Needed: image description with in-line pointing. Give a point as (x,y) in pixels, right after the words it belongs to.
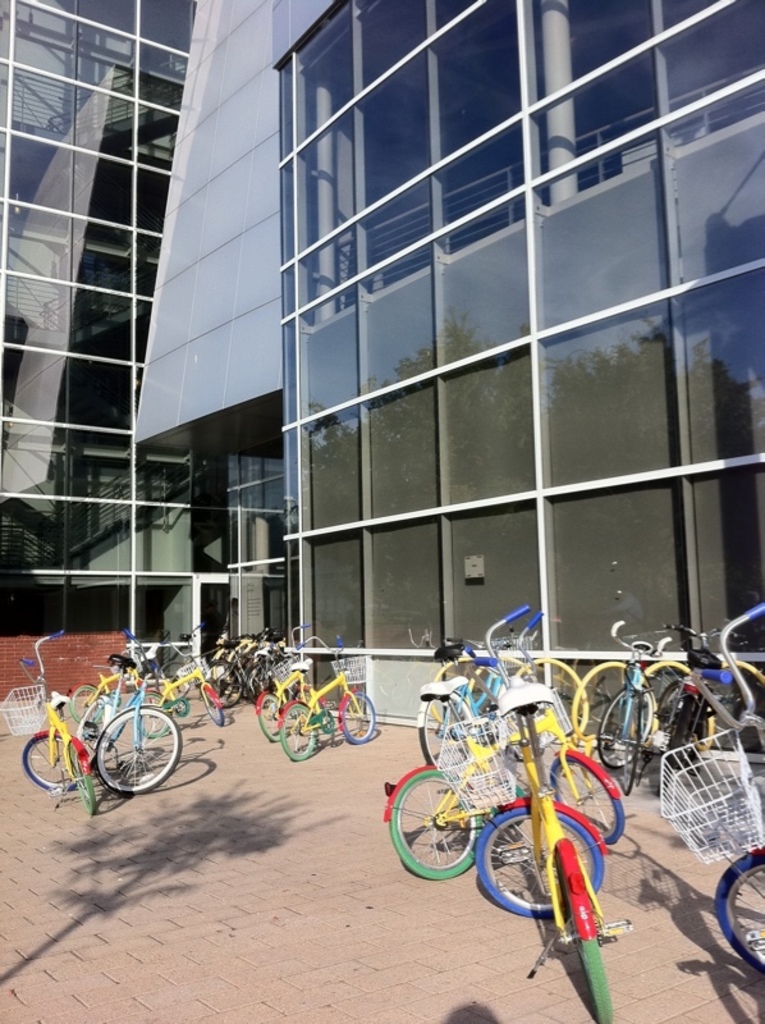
In this image there are bicycles (570,724) on a pavement (253,870), in the background (84,616) there is a building (503,580).
